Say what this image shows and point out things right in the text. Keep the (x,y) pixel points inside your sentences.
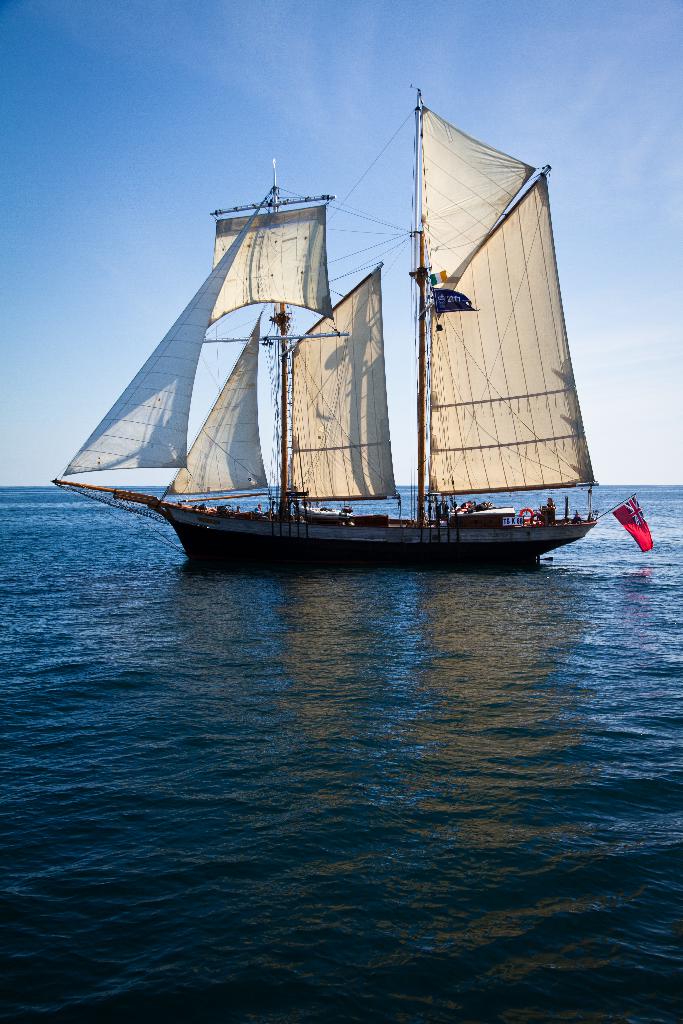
In this image I can see the water (423,916) and on the surface of the water (462,816) I can see a boat (339,520). I can see a red colored flag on the boat (537,514) and in the background (176,229) I can see the sky (214,110).
